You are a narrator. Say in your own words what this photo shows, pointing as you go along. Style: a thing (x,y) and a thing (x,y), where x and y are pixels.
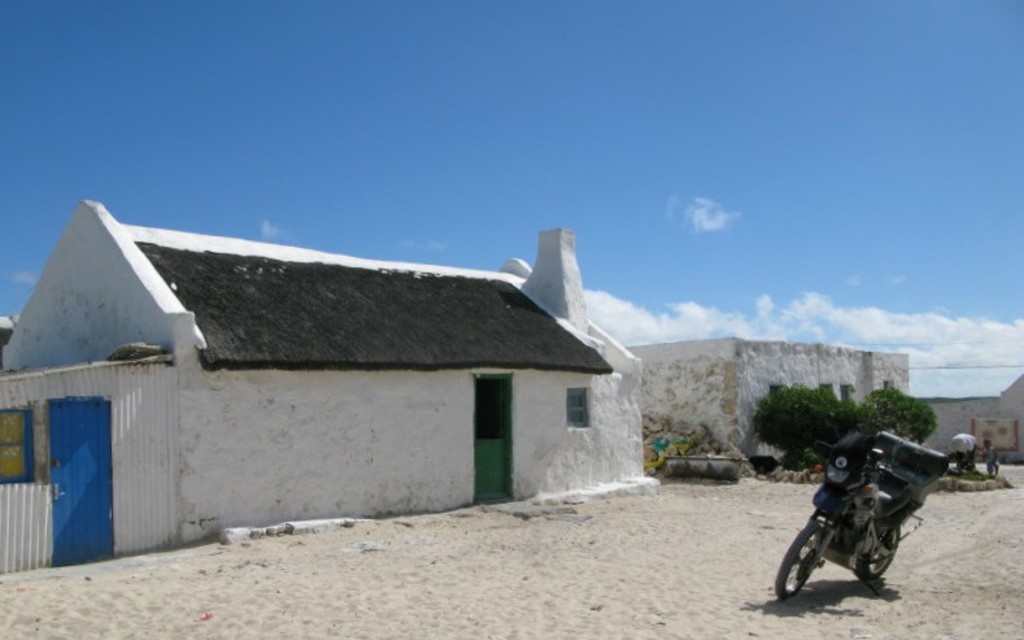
At the center of the image (405,395) there are some houses (531,409), in front of the house (217,463) there is a road (636,578). On the road (909,583) there is a bike (827,510). In the background (557,145) there is a sky (833,184).
